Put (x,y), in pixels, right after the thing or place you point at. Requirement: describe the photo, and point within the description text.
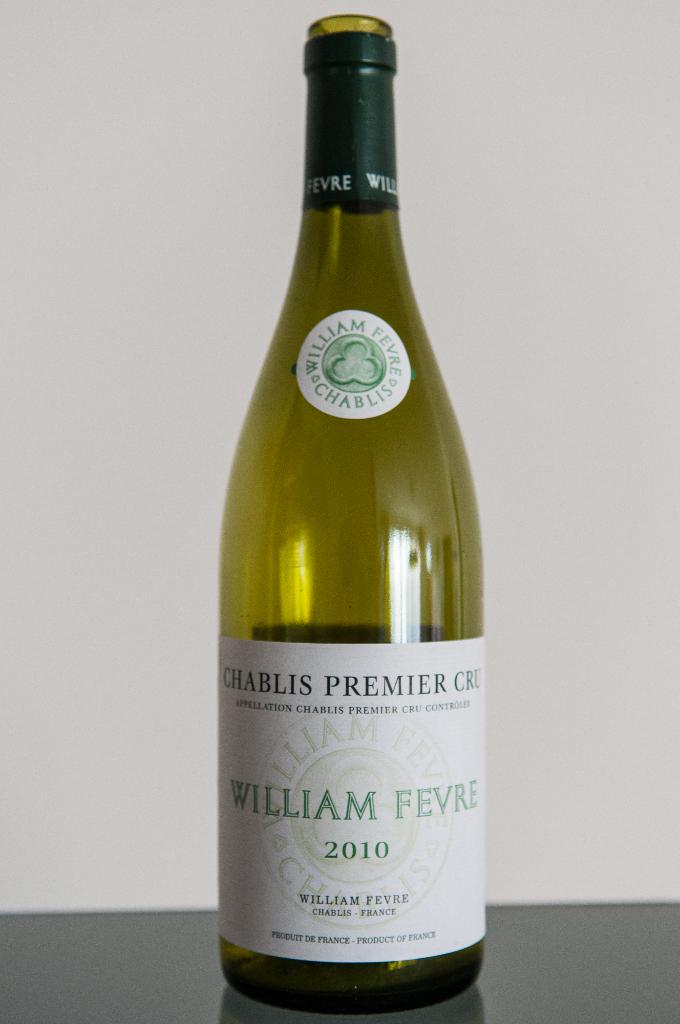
This bottle (433,576) is highlighted in this picture. On this bottle (347,435) there is a sticker (341,751).
